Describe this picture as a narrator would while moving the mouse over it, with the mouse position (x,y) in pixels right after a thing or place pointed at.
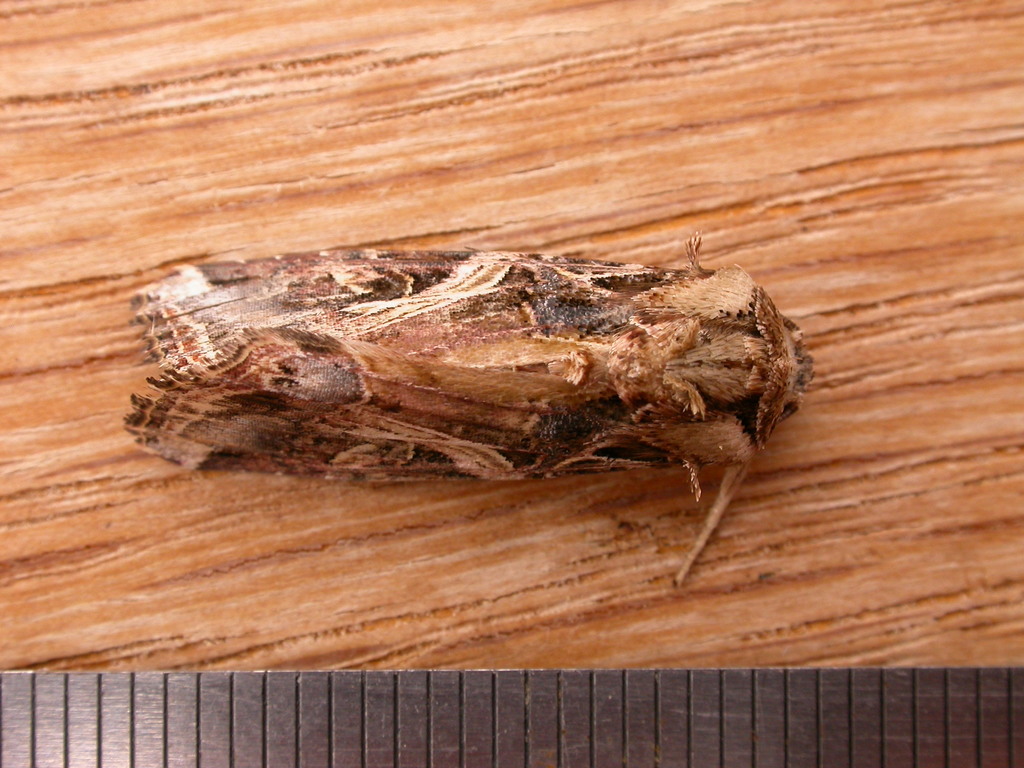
In this image we can see an insect (507,365) on the wooden surface (812,451). Bottom of the image (539,738) steel metal (588,731) is there.
